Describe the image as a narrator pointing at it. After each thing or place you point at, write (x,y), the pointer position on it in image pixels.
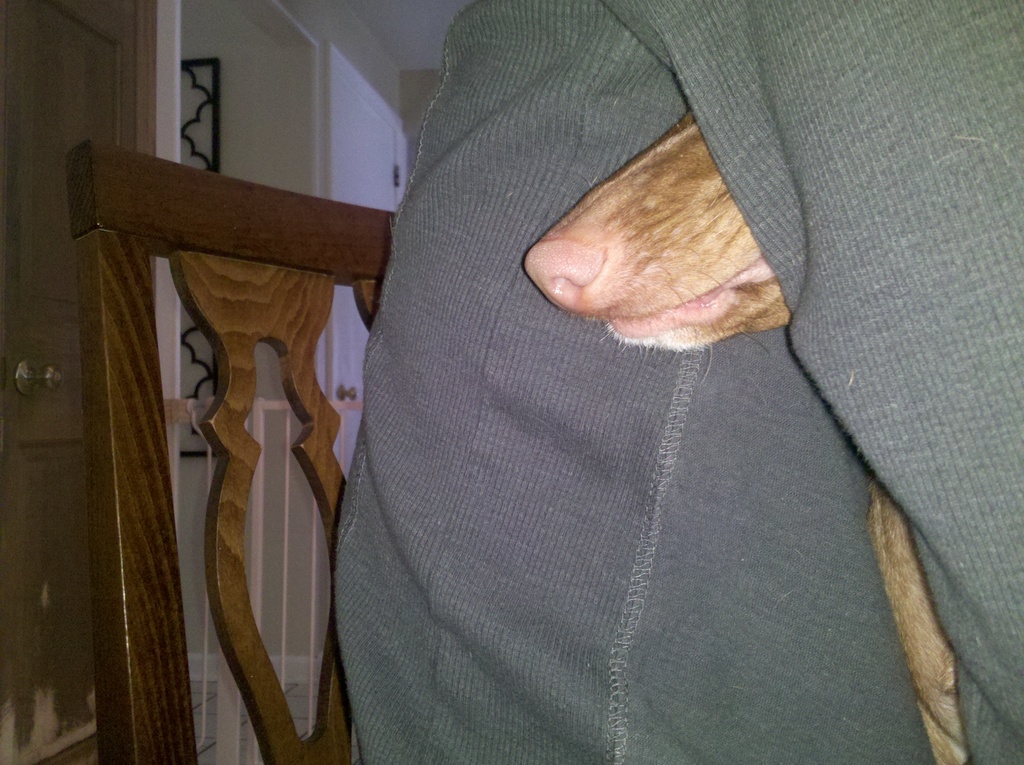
In the picture the nose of a dog (935,636) is visible, it is standing under the arm (927,366) of a person (663,477) and beside the person (714,518) there is a chair (148,322) and behind the chair (87,200) there is a door (67,341).
